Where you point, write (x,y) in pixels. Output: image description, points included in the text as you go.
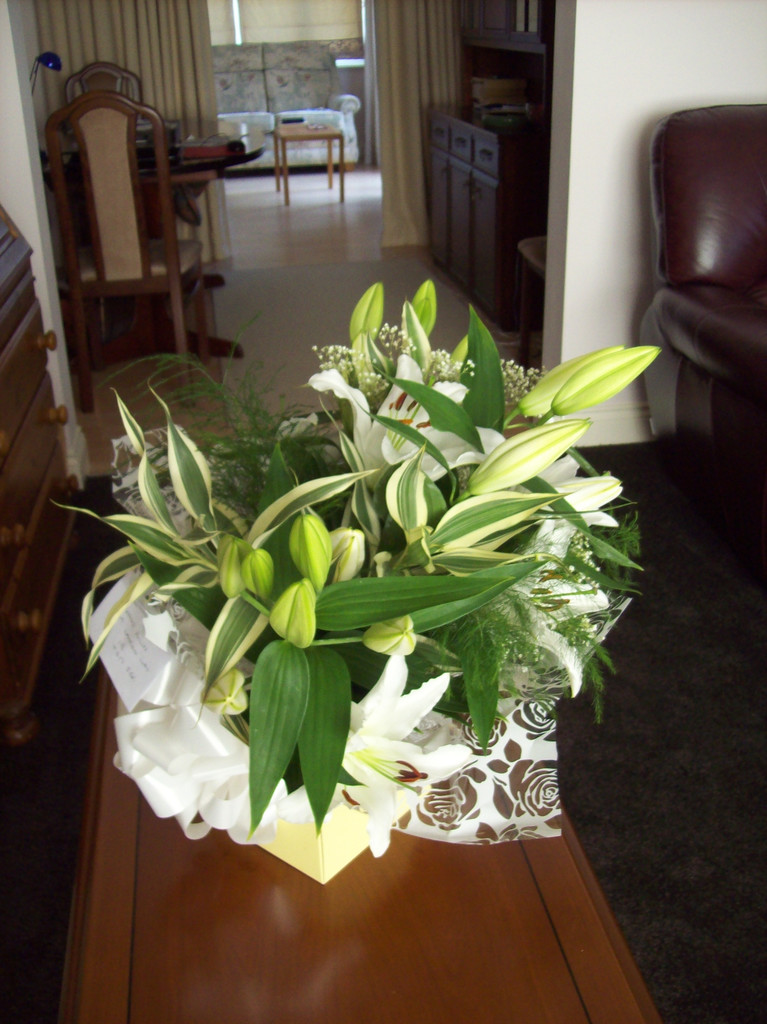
This is the picture taken in a home, this is a table (282,865) on the table (244,862) there is a flower pot (348,570). Behind the flower pot (257,596) there are chairs (137,247) and tables (153,307) and a wall (578,119).
